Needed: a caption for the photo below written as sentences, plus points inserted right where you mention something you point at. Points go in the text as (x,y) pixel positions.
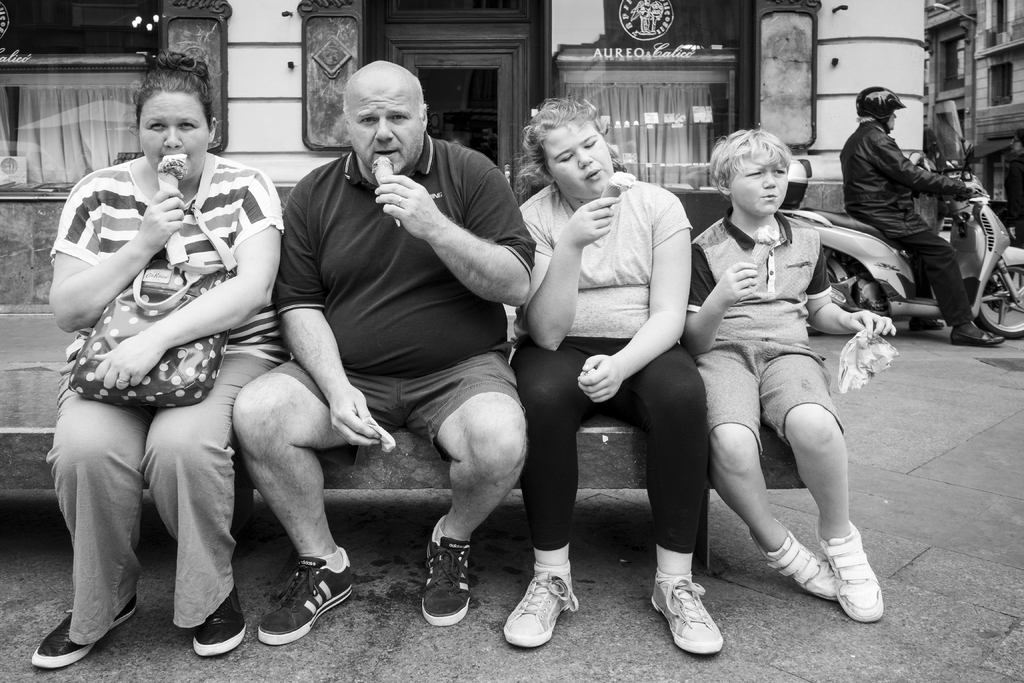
Front portion of the image four people (782,378) are sitting on a bench (391,467) and holding ice-cream cones (766,247), among them a woman (195,192) is holding her bag (147,311). Background of the image (270,80) there are buildings (746,83). To that buildings (802,68) there are windows (604,70). Through the windows (99,152) we can see curtains (109,133). Right side of the image (881,165) a person (887,147) wore a helmet (880,109) and sitting on a motorbike (842,243).
